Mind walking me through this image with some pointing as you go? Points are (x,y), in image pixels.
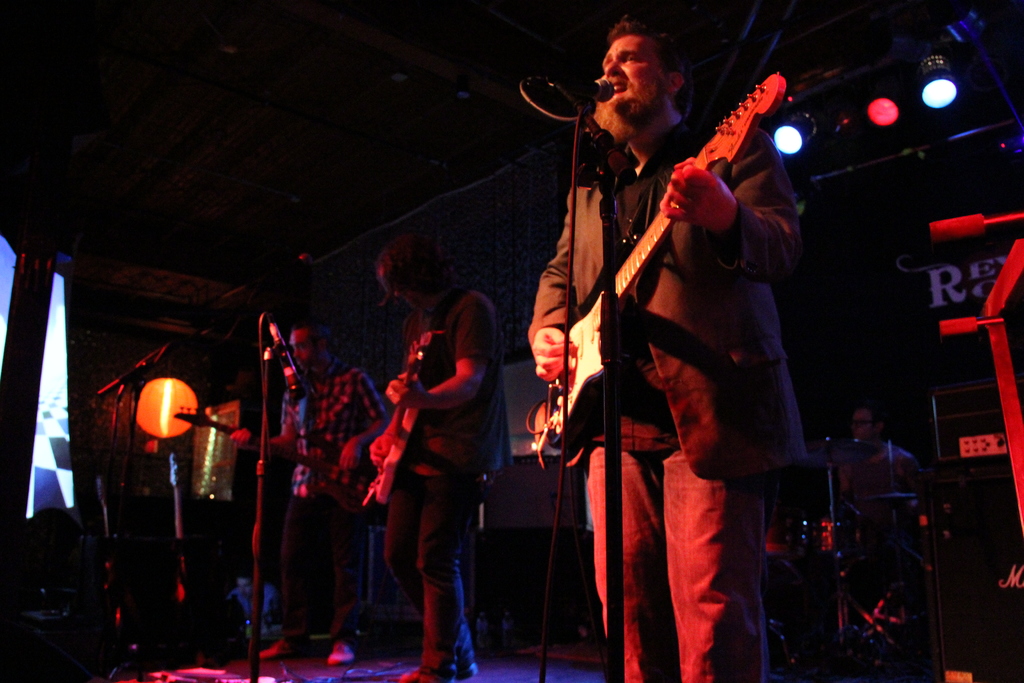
In this picture we can see three persons (482,430) standing here, a man (663,372) on the right side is playing a guitar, we can see microphones (292,389) here, in the background (858,480) there is a person (868,470) sitting, we can see a cymbal (831,455) here, there are some lights (940,99) here.
